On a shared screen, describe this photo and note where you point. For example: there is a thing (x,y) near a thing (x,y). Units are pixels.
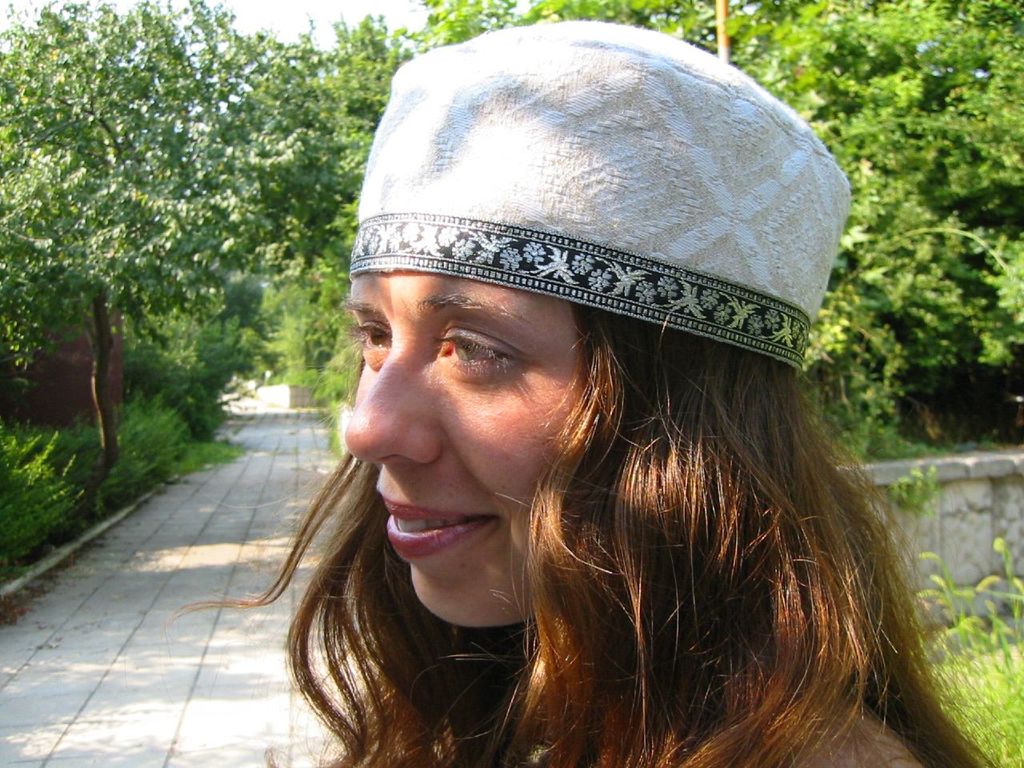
In this image we can see a woman (528,377) smiling. In the background (184,159) there are trees (184,159), bushes (53,479), floor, walls (861,469) and sky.
